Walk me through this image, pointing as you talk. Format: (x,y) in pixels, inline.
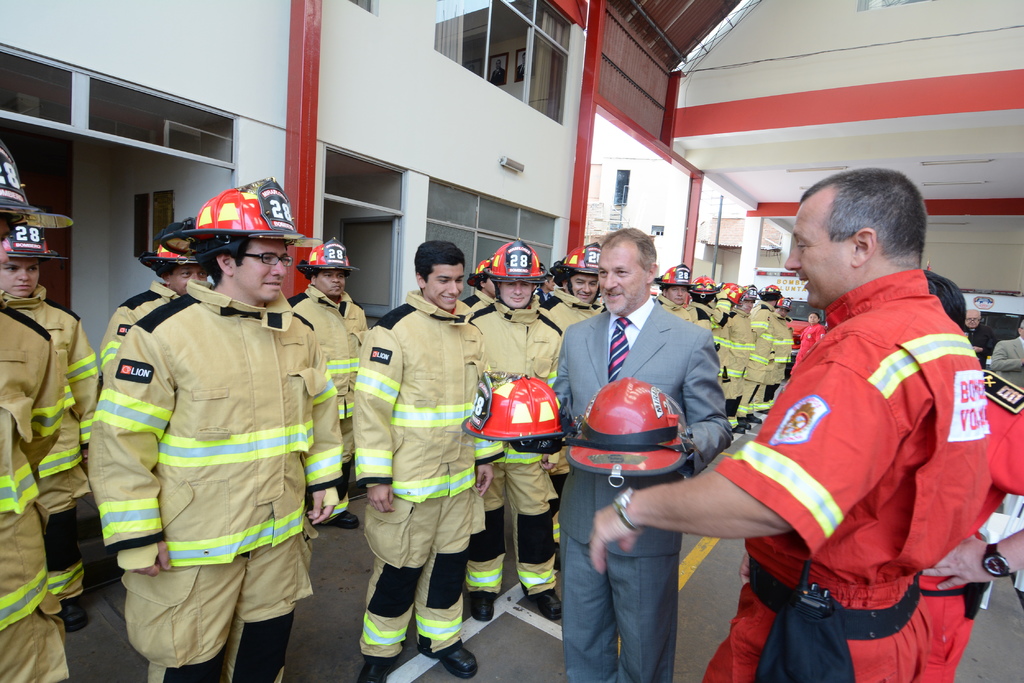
In this image we can see a crowd (654,383) standing on the floor (366,571). In the background (233,92) we can see buildings (329,106), lights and windows (365,187).
